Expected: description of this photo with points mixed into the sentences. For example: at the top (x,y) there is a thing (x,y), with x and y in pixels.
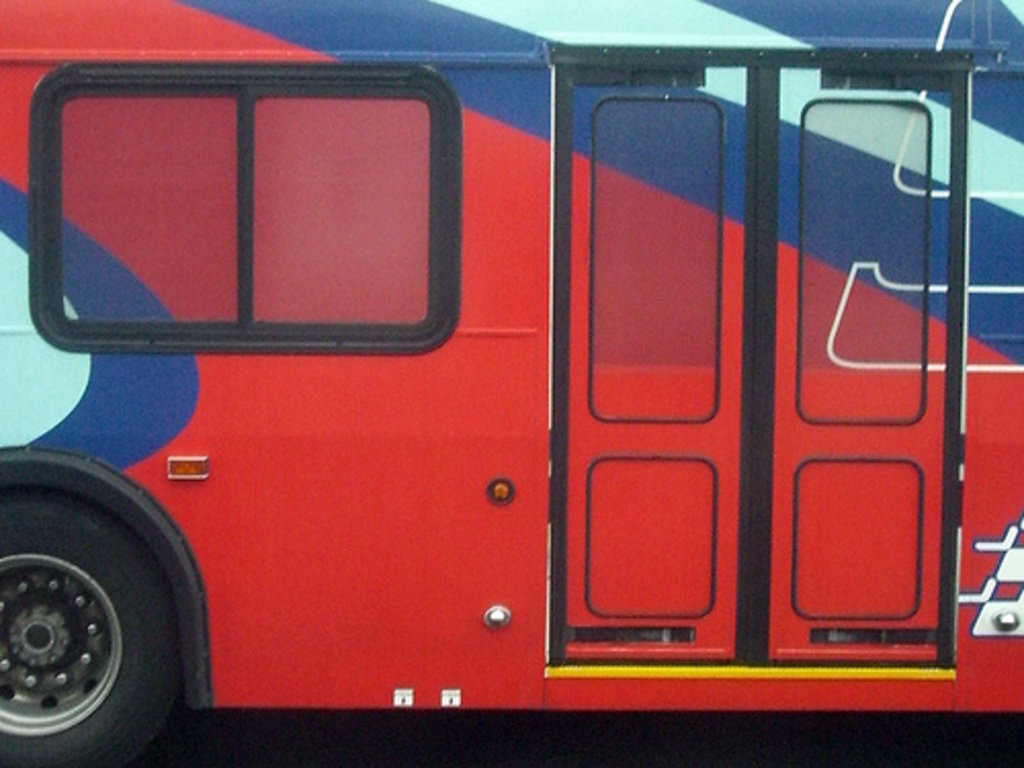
In this picture there is a bus (622,236) in the center of the image (529,477), which is red in color.
